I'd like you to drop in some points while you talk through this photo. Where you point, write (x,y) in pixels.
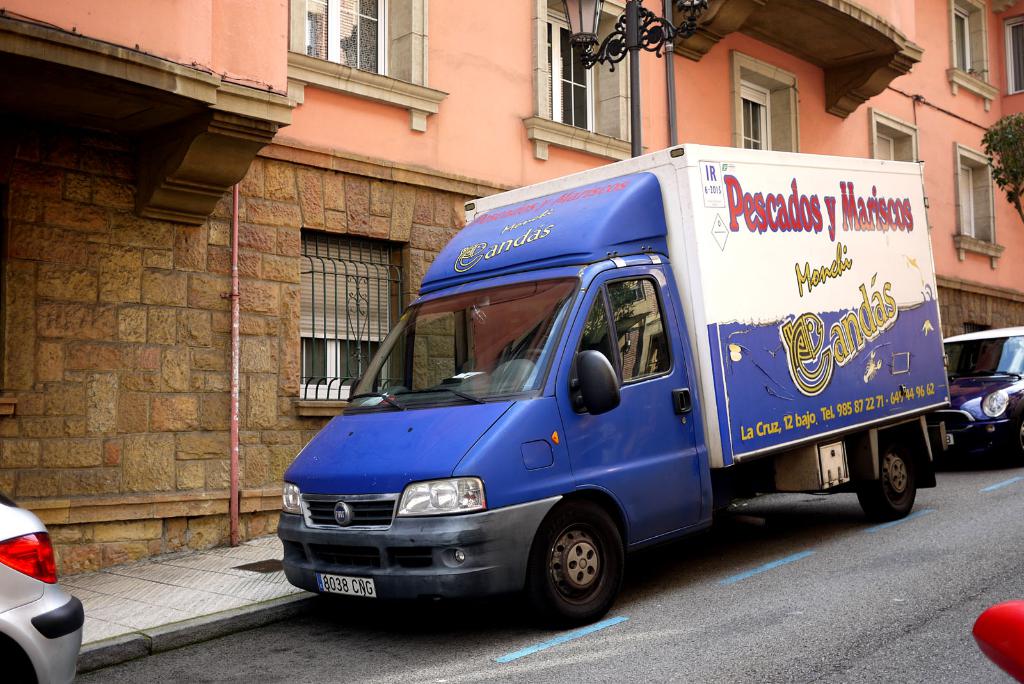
This picture is clicked outside on the road (814,617). In the center (636,348) there is a blue color truck (688,421) parked on the ground (861,589) and we can see the text (826,269) on the truck (873,282). On the left corner (59,600) there is a vehicle (67,662) seem to be parked on the ground (77,664) and we can see the lamp (577,38) attached to the pole (632,54) and we can see the building (513,65), windows (382,42) of the building (976,81). In the background (1005,140) there is a tree (1011,157) and a car (1002,418) parked on the road (972,549).
